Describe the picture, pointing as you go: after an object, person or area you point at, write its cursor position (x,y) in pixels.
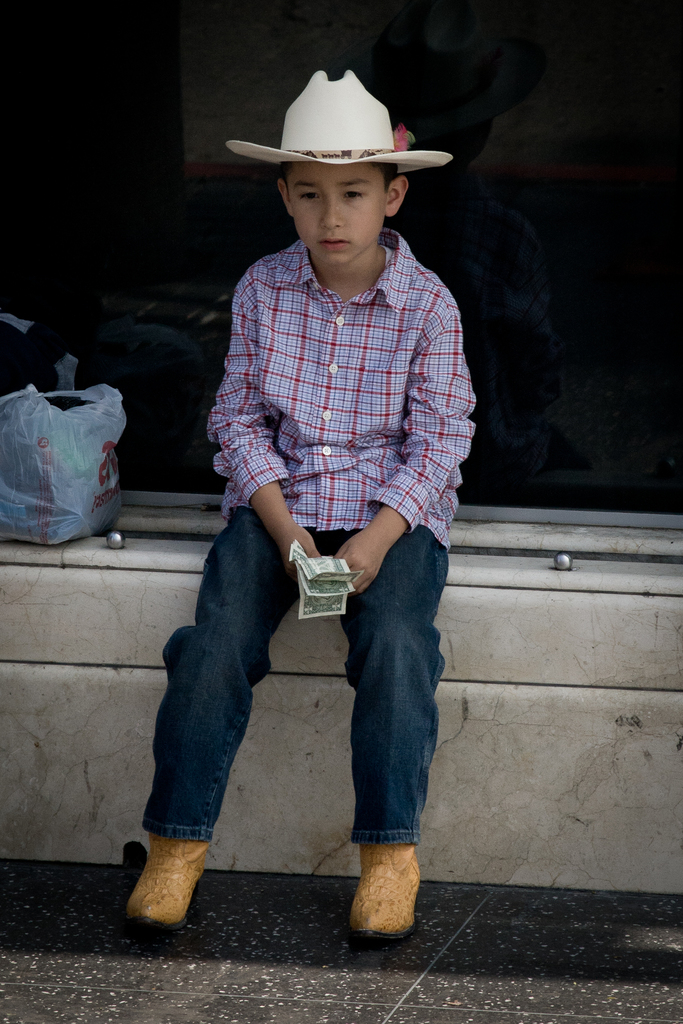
In this image, we can see a person (386,486) wearing a cap (326,118) is sitting and holding some objects (298,558). We can see the ground (535,989). We can also see an object (34,406) on the left (28,424). In the background (562,303), we can see some glass (393,4) with the reflection (478,271) of the person (526,249) and the wall (652,841).
